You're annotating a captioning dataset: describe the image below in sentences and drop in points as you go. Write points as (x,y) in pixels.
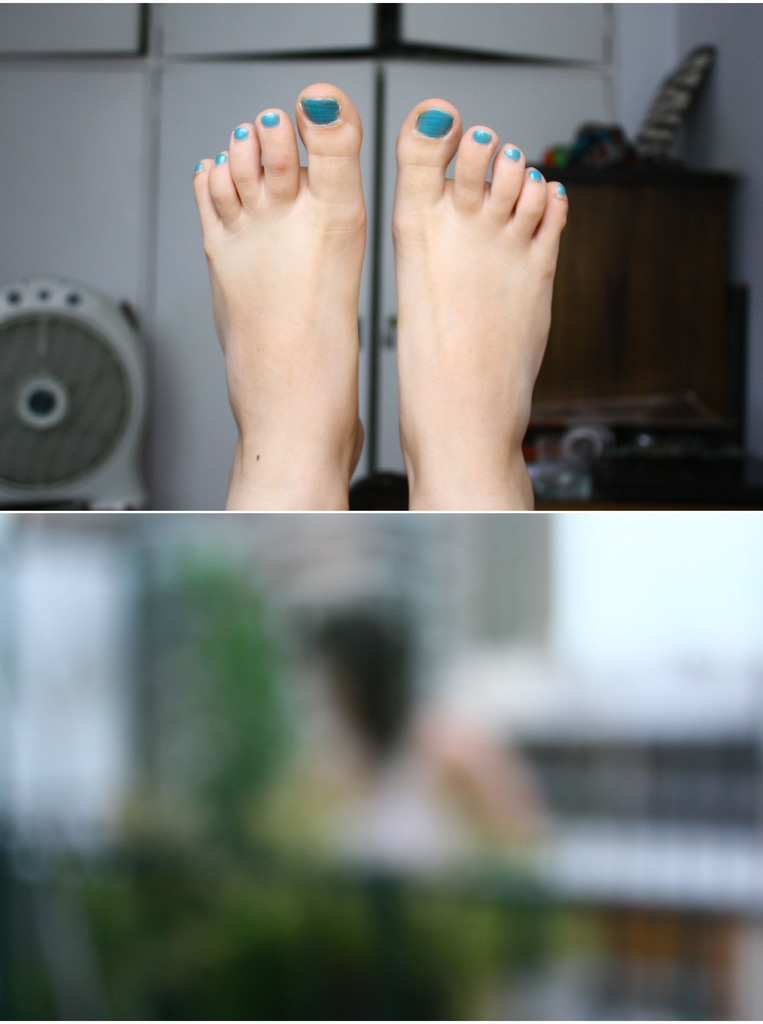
In this image I can see a person's legs (336,210) and the wall (43,238) and some other objects (595,175) visible, at the bottom (237,685) I can see image is too blurry.
